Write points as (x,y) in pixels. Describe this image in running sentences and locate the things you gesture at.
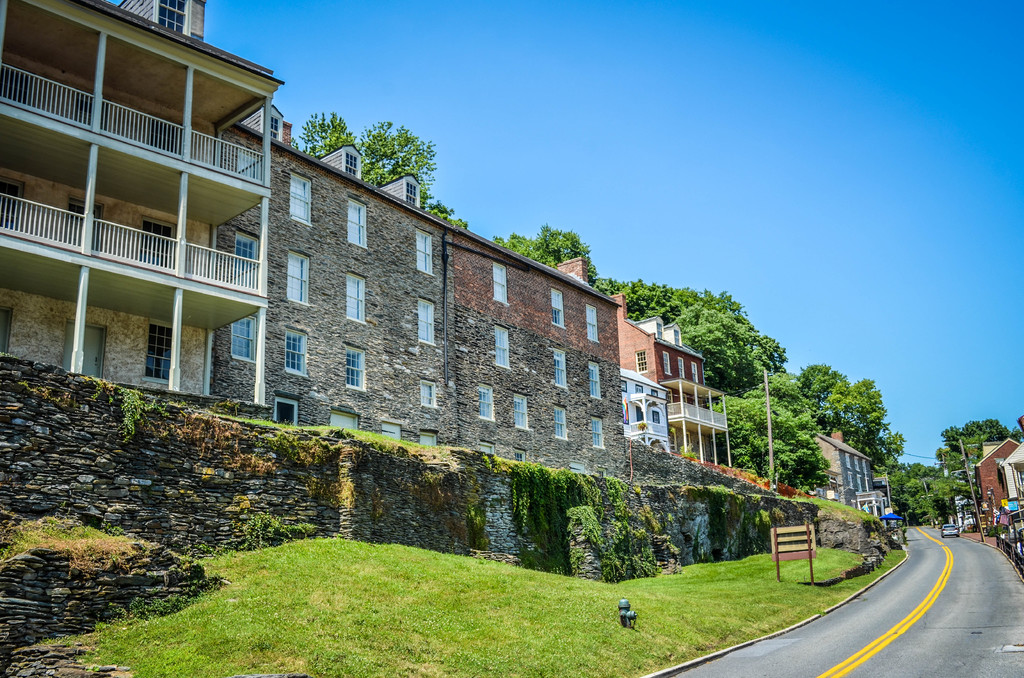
In this image, there are a few buildings (592,364), trees (850,391), poles (766,383). We can see the ground (917,636) with some objects (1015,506). We can also see some grass (684,608), a vehicle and some objects (1017,548) on the right (1006,508). We can also see the sky (927,357) and a blue colored object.
